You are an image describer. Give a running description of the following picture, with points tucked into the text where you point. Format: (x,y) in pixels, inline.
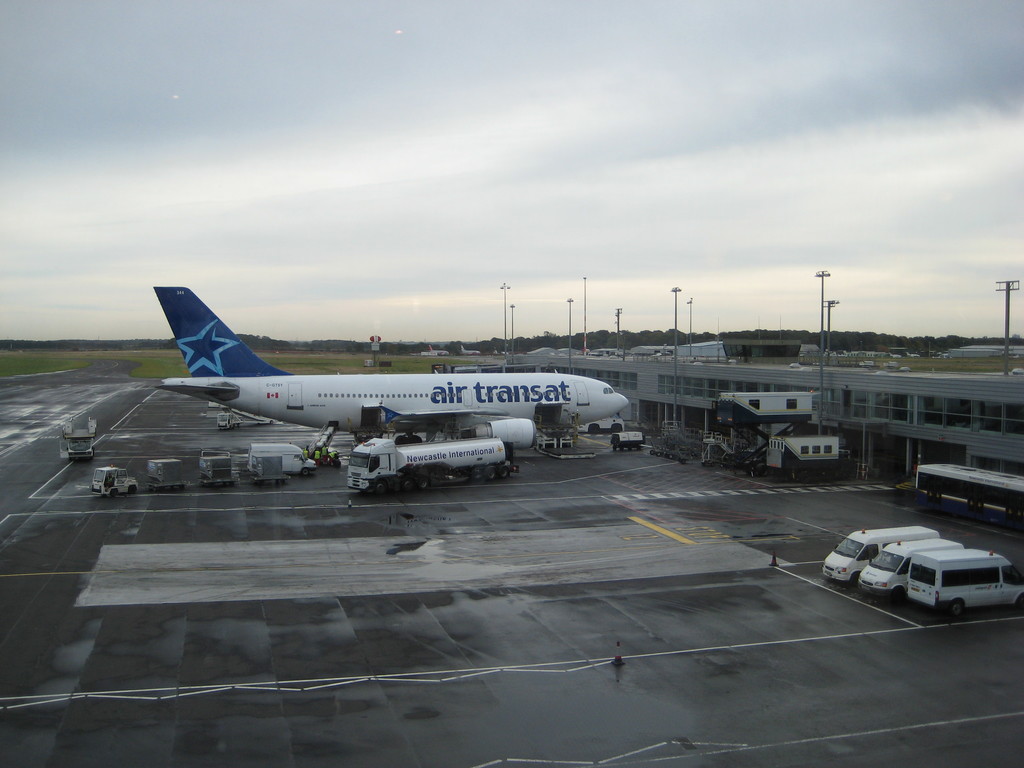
In this picture we can see an airplane (482,429) on the ground (522,533), beside to the airplane (608,391) we can find few vehicles (106,485), poles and a building (660,418), in the background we can see few trees (774,337).
